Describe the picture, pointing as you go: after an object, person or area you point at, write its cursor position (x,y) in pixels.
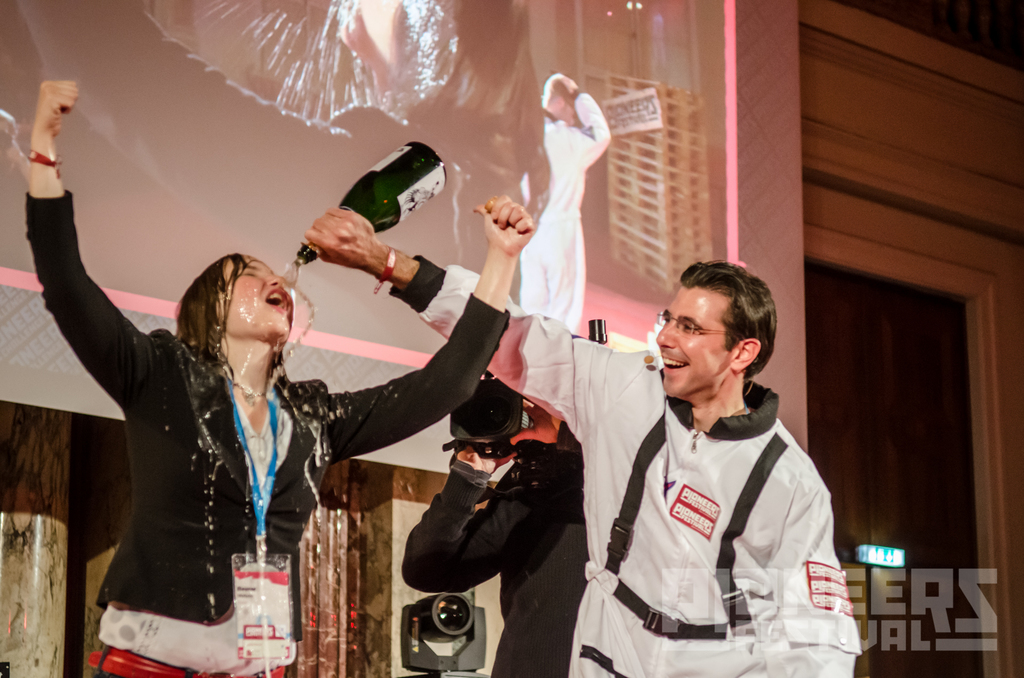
In this image there are three people (370,395). There is a woman (229,544) standing at the left side of the image (220,562) and there is a person (716,510) with white dress (679,521), he is standing and smiling and he is holding the bottle (352,185) and at the back (536,658) there is a person (545,615) with black dress (540,599) standing and holding a camera (505,443). At the back (506,111) there is a screen (426,81), at the bottom (432,624) there is a light (438,607).
